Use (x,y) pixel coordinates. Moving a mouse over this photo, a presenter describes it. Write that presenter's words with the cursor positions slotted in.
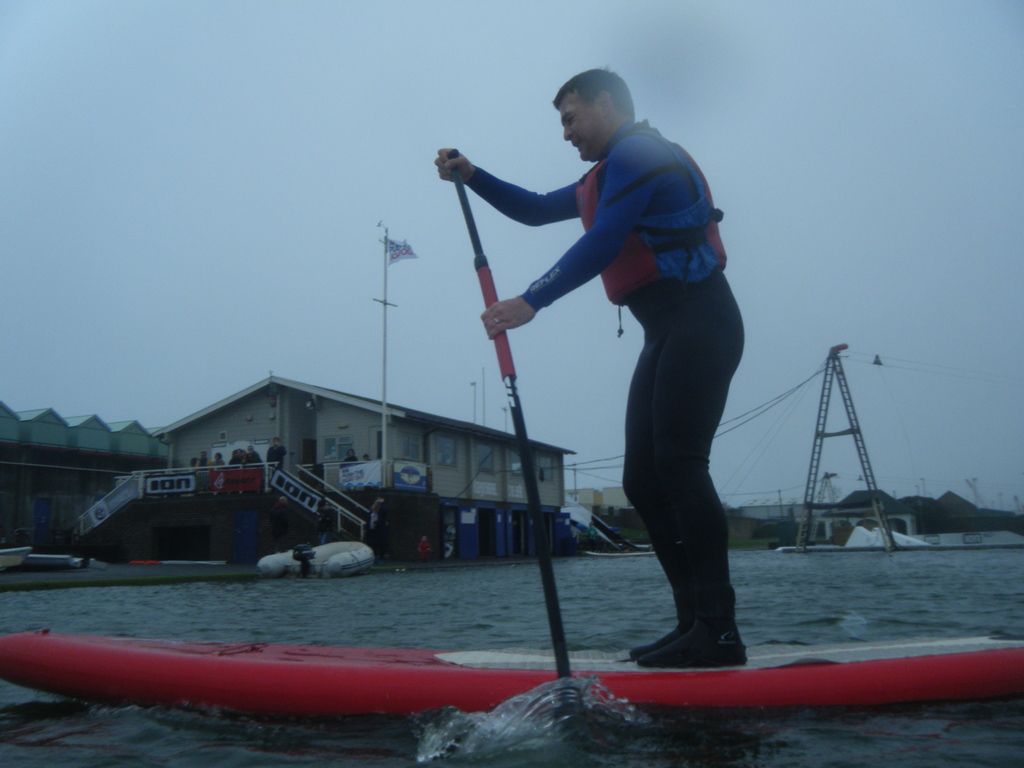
Here we can see a man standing on paddleboard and paddling on the water (207,738). In the background (279,396) there are buildings (147,525), hoardings (93,519), boats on the water (783,553), big poles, electric wires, some other objects (959,531) and sky (519,383).
